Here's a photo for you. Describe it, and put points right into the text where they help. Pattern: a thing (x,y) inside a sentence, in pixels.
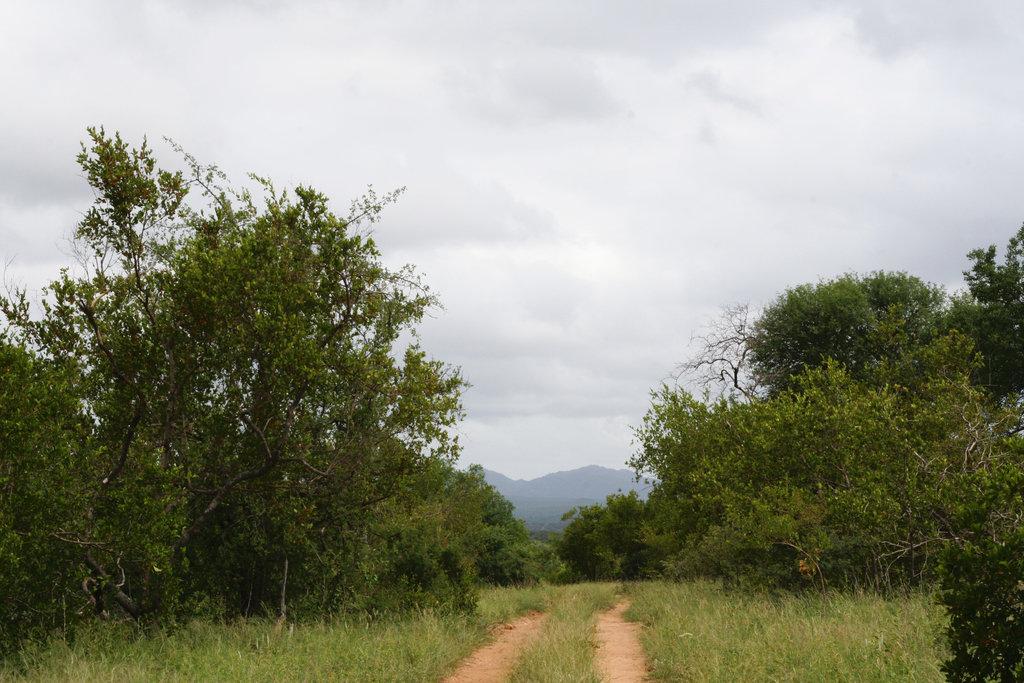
In this picture we can see some trees (463,573) in the front (383,550). Behind there is a mountain (560,486). On the top (449,200) we can see the sky (520,243) and clouds (520,243).
